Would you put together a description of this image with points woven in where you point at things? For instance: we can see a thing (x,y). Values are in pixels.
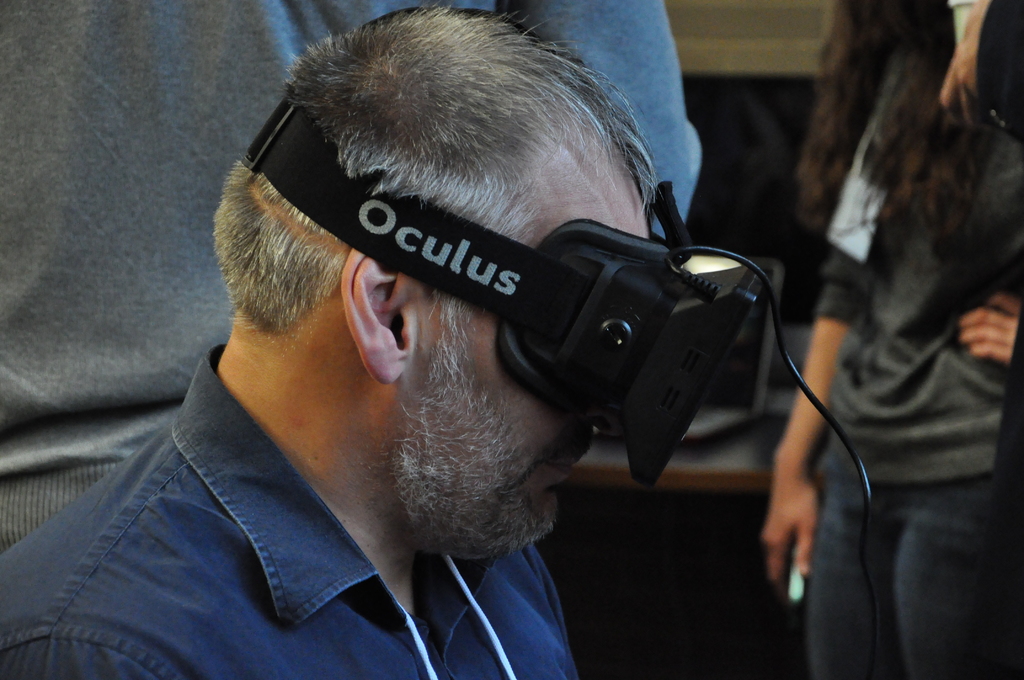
In the center of the image (435,349), we can see a person (484,431) wearing oculus (493,309) and in the background (89,80), there are some other people (657,122) standing and we can see a table (729,464) and there is a wall (735,22).
